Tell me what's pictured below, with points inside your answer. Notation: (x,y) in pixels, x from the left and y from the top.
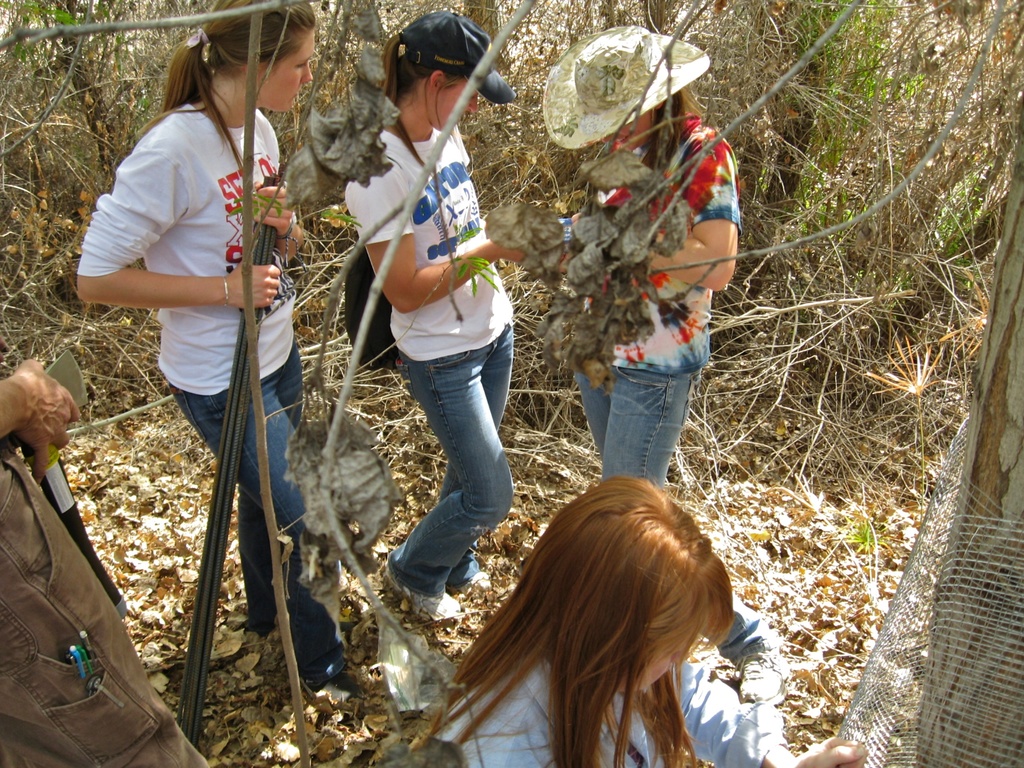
The image is taken in the woods (880,125). In the foreground of the picture (256,353) we can see group of people (217,182), dry leaves (409,484), stems (369,246), fencing (890,729) and trunk (982,452) of a tree (997,403). In the background (989,206) there are trees (878,334) and twigs (36,222).
